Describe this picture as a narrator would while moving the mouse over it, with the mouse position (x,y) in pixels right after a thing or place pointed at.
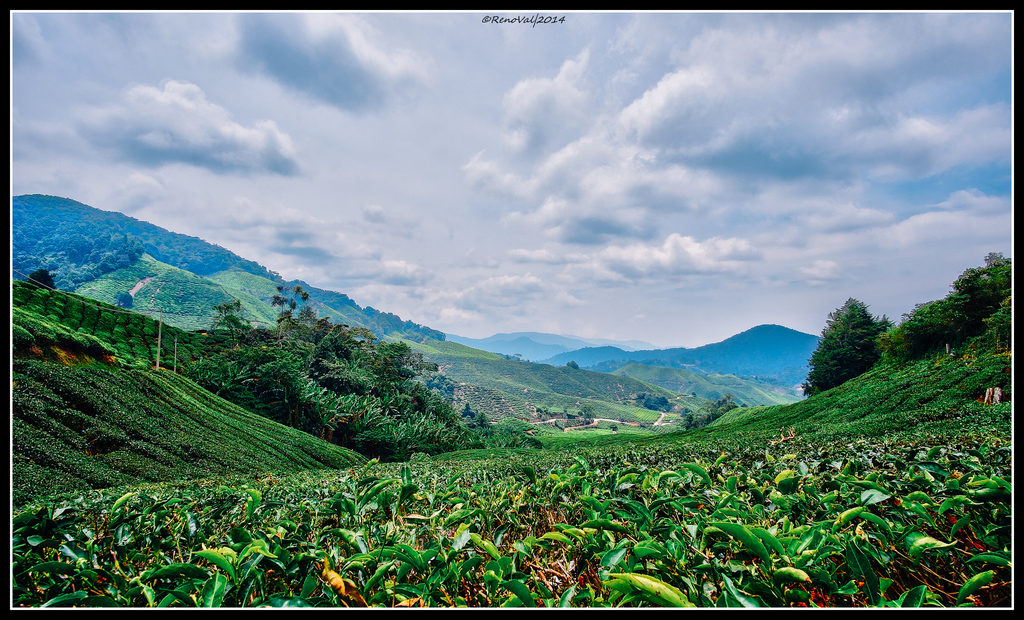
In this image I can see few plants (716,548) and trees (826,347) in green color. In the background (660,387) I can see the mountains (690,354) and the sky (524,146) is in blue and white color.
